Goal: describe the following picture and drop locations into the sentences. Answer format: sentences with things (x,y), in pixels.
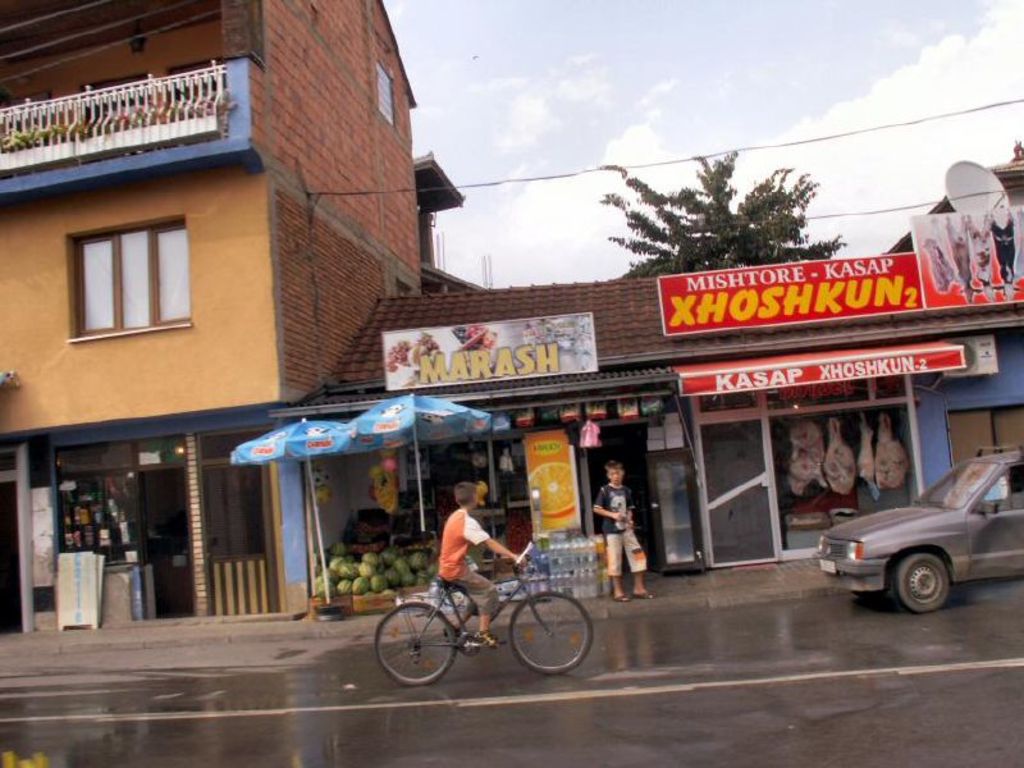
In the picture we can see a part of the road (743,739) on it, we can see the person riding the bicycle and besides, we can see a part of the car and beside it, we can see some shops (731,453) and a boy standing near it and beside the shop (607,334) we can see the house building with window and under it we can see the shop (289,612) and in the background (729,241) we can see a part of the tree (699,250) and the sky (936,159).
